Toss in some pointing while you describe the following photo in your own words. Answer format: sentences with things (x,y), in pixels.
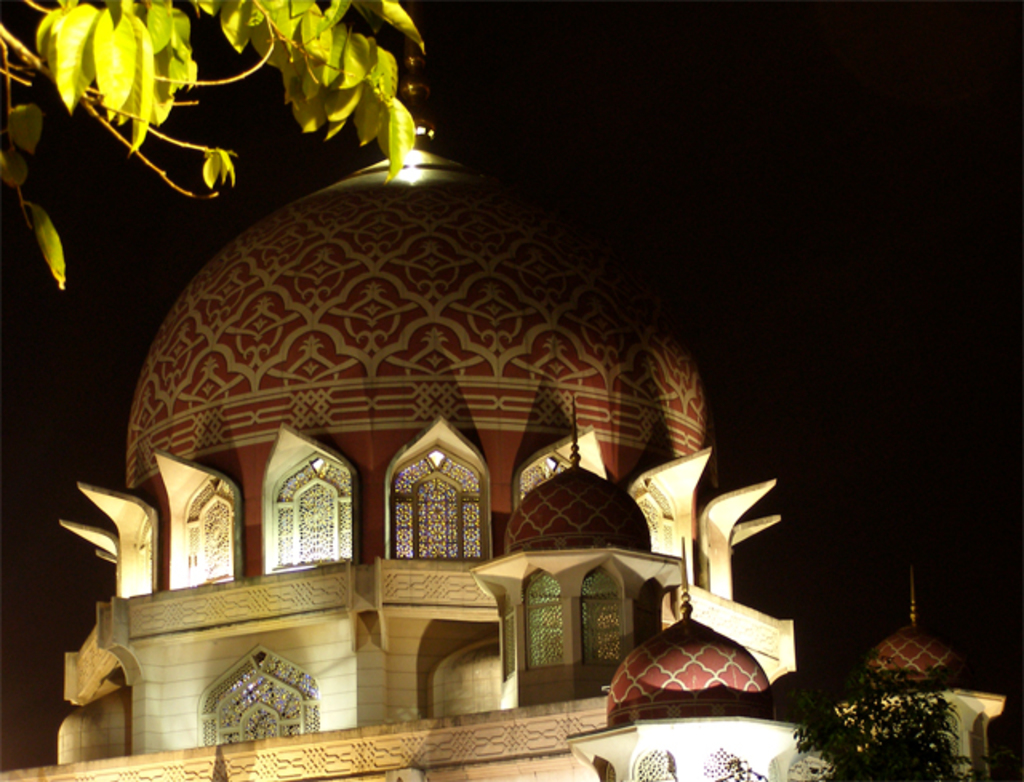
In this image I can see it looks like a mosque (353,475). On the left top corner (165,72), I can see the leaves (314,50).
